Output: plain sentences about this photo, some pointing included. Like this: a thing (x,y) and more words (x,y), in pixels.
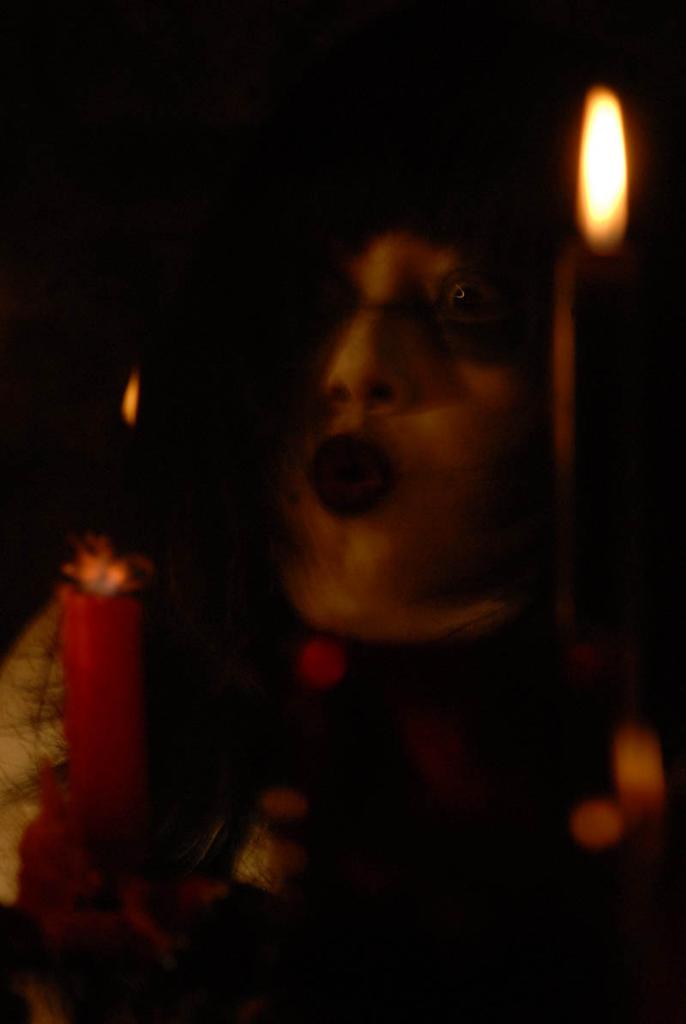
This is an image clicked in the dark. In this image, I can see a person (338,515) holding a candle (97,633). On the right side (604,163) there is a light (624,188).
